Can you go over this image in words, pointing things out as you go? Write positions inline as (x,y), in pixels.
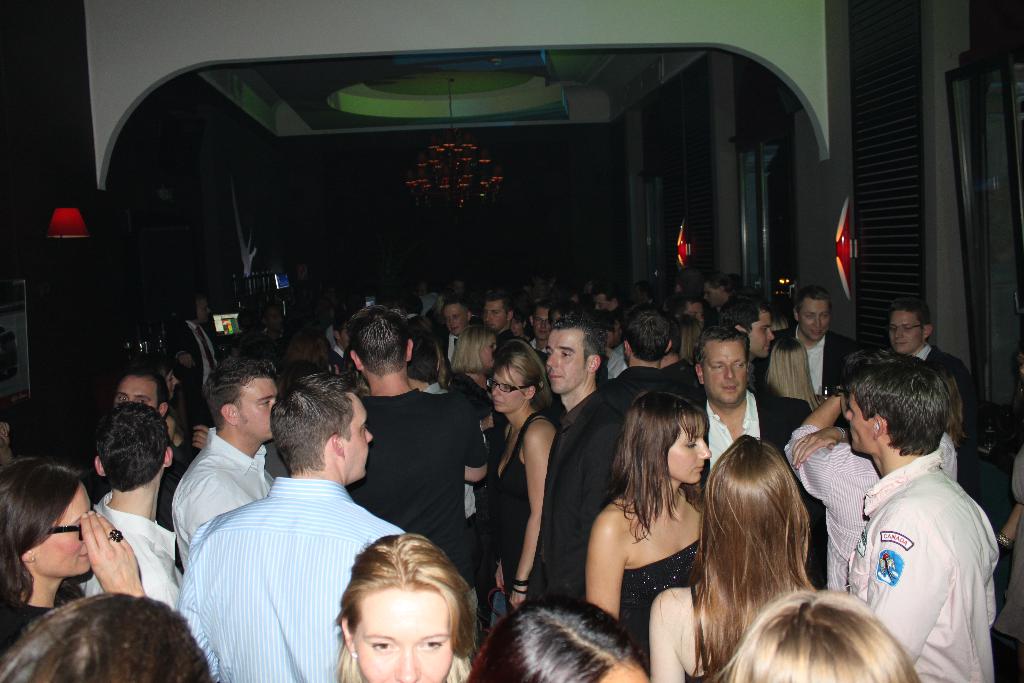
In this image, I can see a group of people (457,620) standing. This looks like a chandelier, which is hanging to the ceiling (430,84). I think these are the doors (902,216). This looks like a lampshade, which is red in color.
